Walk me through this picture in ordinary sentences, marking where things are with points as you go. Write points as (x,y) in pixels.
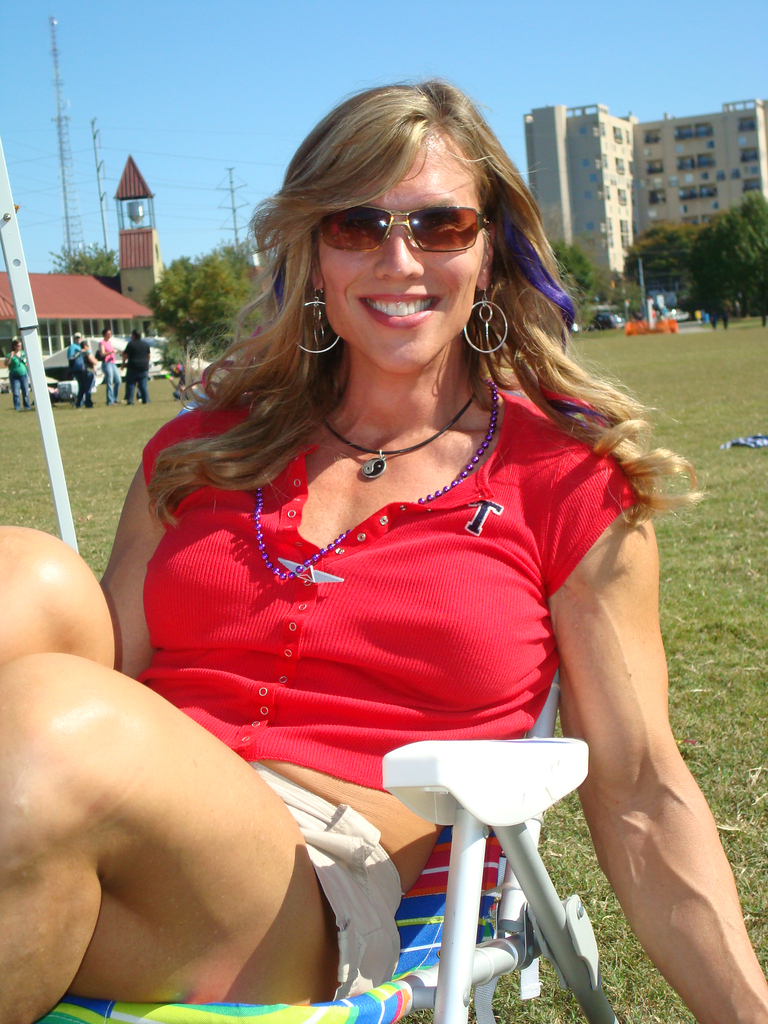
In this image I can see a woman (364,657) wearing red and white colored dress (357,649) is sitting on a chair (446,863) which is colorful. In the background (734,544) I can see some grass (152,388) on the ground (762,667), few trees (672,280), few buildings (38,320), few persons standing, few poles (103,218), a tower (134,278) and the sky (301,98).
